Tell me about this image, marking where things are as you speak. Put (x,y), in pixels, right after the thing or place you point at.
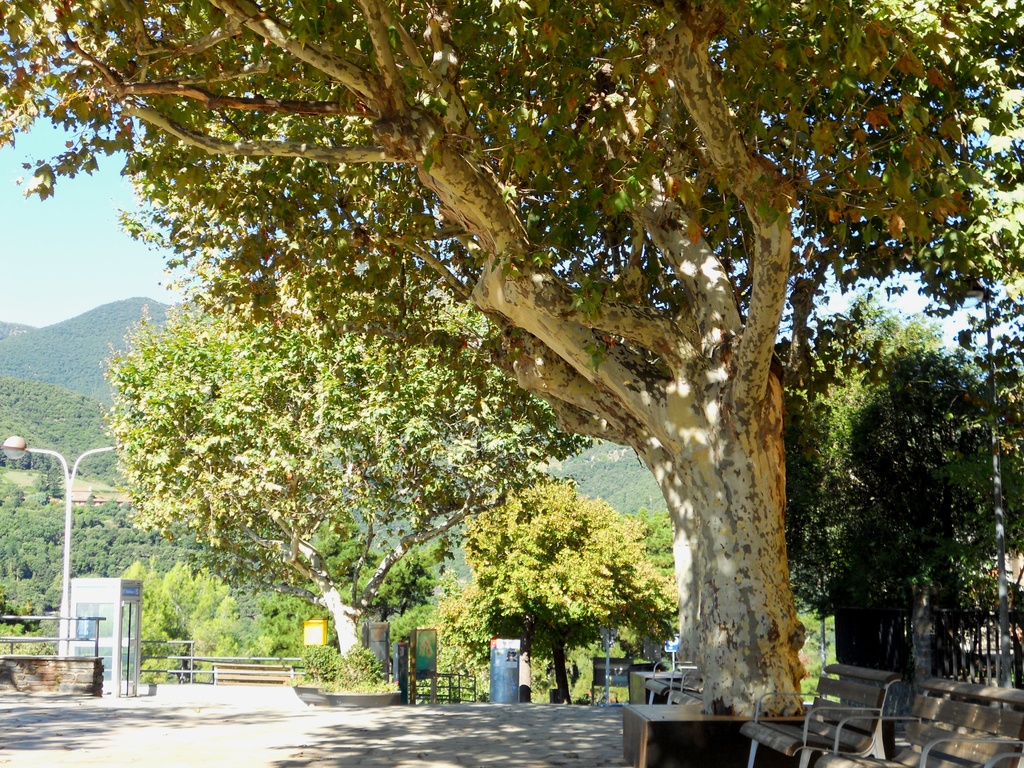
In the image we can see trees (379,430) and the benches (855,726) under the tree (776,634). Here we can see the fence (170,674), light pole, road (440,767) and the board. We can even see the mountain (40,338) and the sky (81,236).
